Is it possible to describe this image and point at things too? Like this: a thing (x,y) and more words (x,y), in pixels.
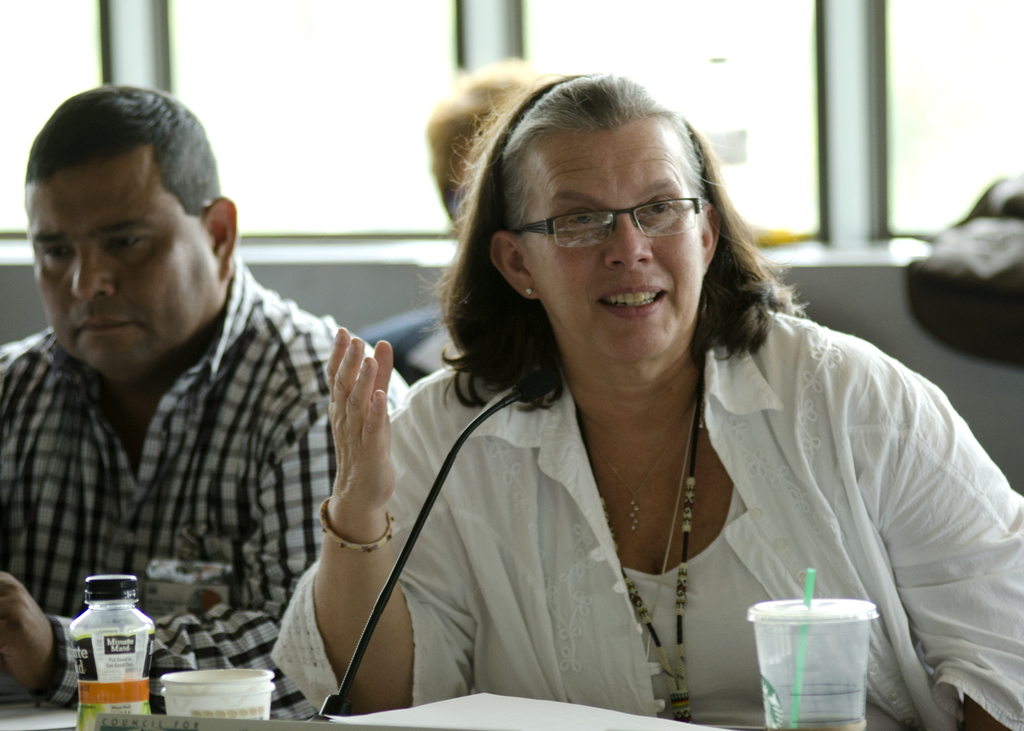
Here we can see persons (710,353) sitting on chairs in front of a table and on the table (579,719) we can see glasses (834,674) with straws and a bottle (87,636). This is a mike (361,658). We can see this woman (639,373) talking. She wore spectacles (657,215). On the background (582,65) we can see windows (401,112).
